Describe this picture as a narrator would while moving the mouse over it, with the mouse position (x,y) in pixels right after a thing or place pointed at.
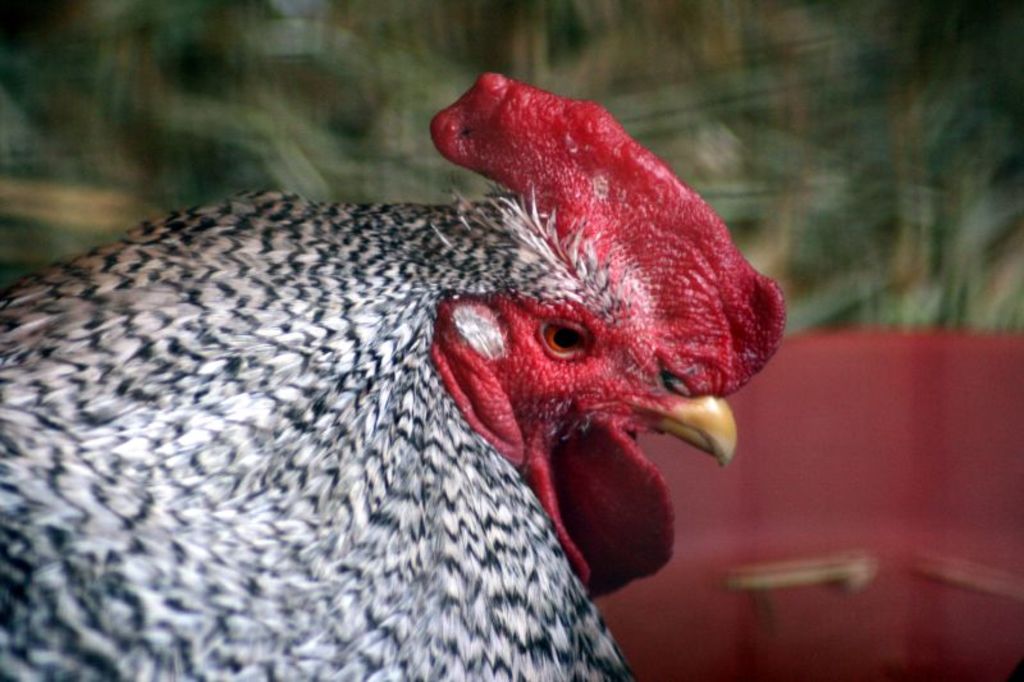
In this picture, we can see a hen (529,502) and the blurred background (942,301).
